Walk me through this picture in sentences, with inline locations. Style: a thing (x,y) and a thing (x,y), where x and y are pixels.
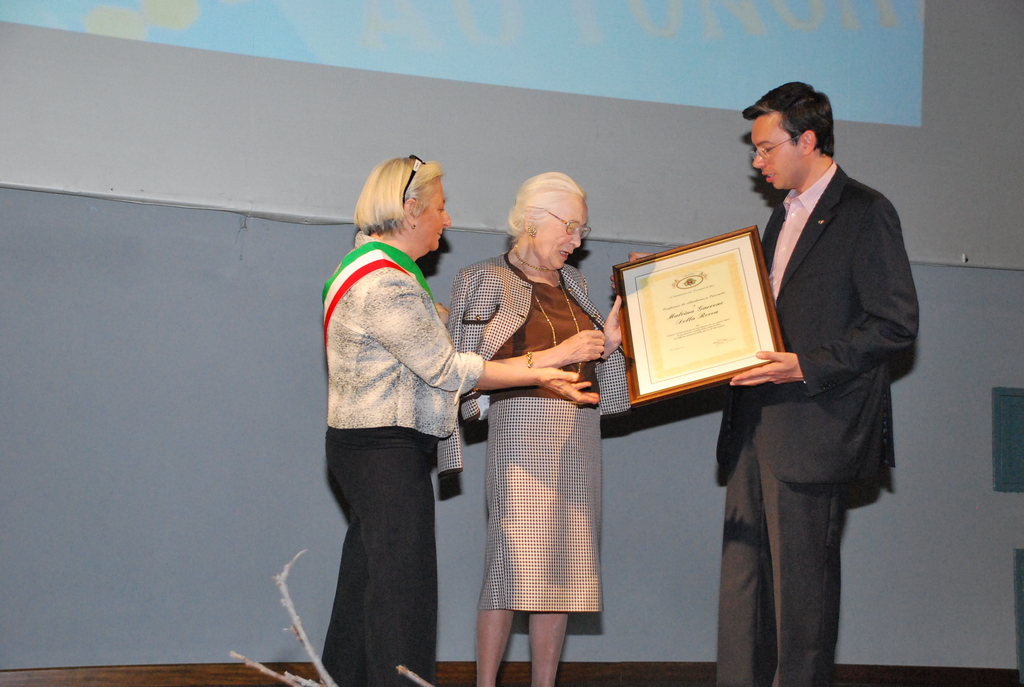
In this image there are two people (467,317) holding the award (654,326). Beside them there is another person (357,406). Behind them there is a screen (607,74).
